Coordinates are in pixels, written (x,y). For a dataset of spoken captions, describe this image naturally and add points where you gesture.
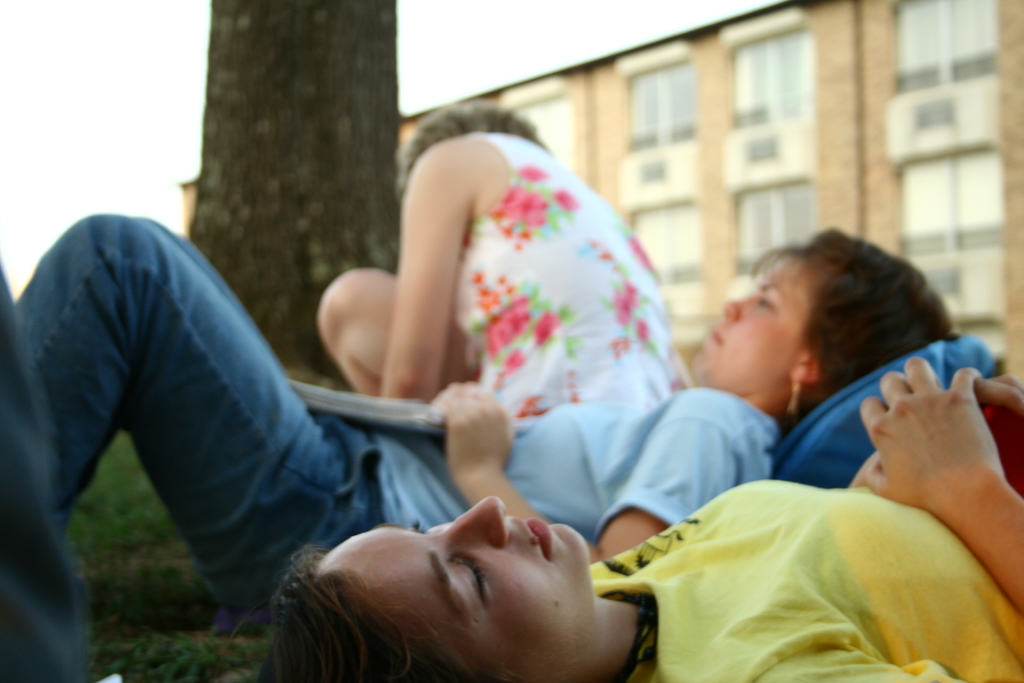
In this picture we can see there are two people (588,539) laying on the grass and a person (512,279) is sitting and behind the people (426,276) there is a tree trunk (308,127), building (507,97) and a sky (532,44).
